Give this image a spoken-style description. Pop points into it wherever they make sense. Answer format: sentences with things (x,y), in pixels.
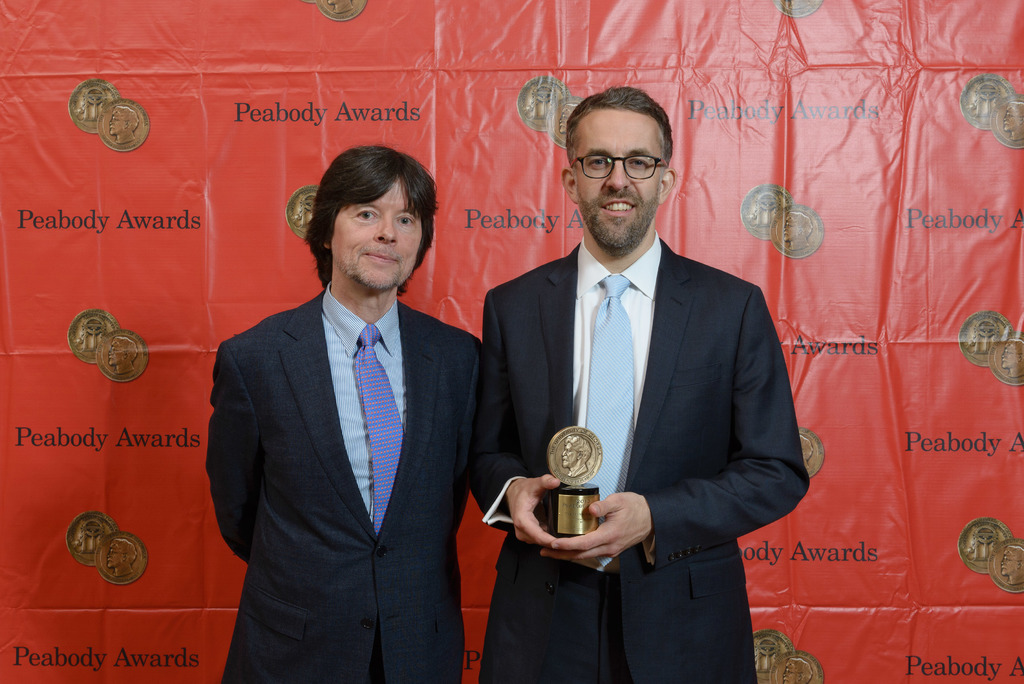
In this image I can see two persons (494,648) are standing on the stage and one person (553,390) is holding a trophy (567,430) in hand (516,503). In the background (972,433) I can see a curtain (789,551) of red in color on which a text (405,113) is there. This image is taken may be on the stage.
